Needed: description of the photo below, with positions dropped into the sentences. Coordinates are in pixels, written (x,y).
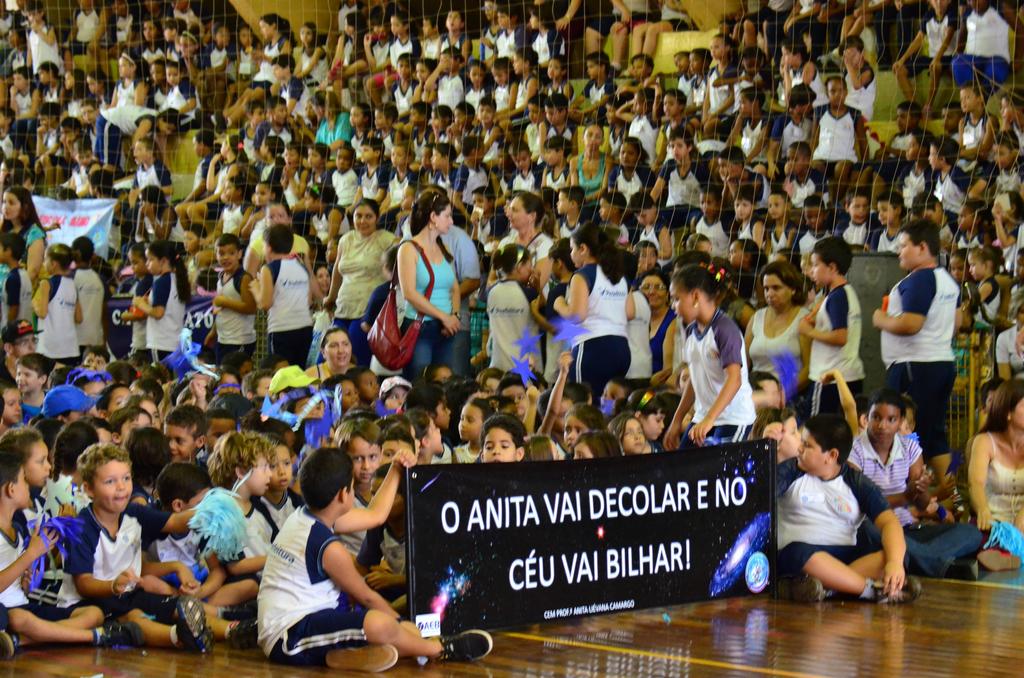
In this image I can see the group of people (242,469) with different color dresses (261,505). I can see one person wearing the bag (385,346) and few people (312,496) are holding the banners (429,505). In the background (468,166) I can see the net (375,107).
